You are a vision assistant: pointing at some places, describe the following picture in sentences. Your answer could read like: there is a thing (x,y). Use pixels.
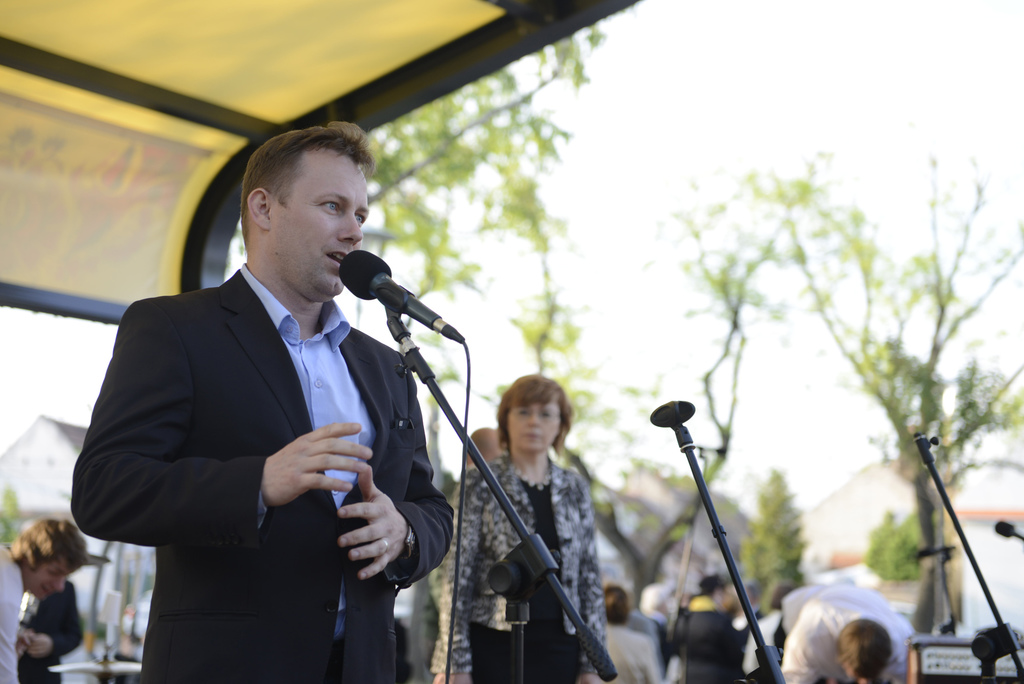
On the left side of the image (289,493), we can see a man (283,452) talking in-front of a microphone (412,304) with wire (468,378) and stand (584,654). Here we can see rods (566,595). In the background (869,550), we can see the people (27,565), houses (968,592), trees (929,361), plants (913,565), few objects (846,574) and sky (782,241).
